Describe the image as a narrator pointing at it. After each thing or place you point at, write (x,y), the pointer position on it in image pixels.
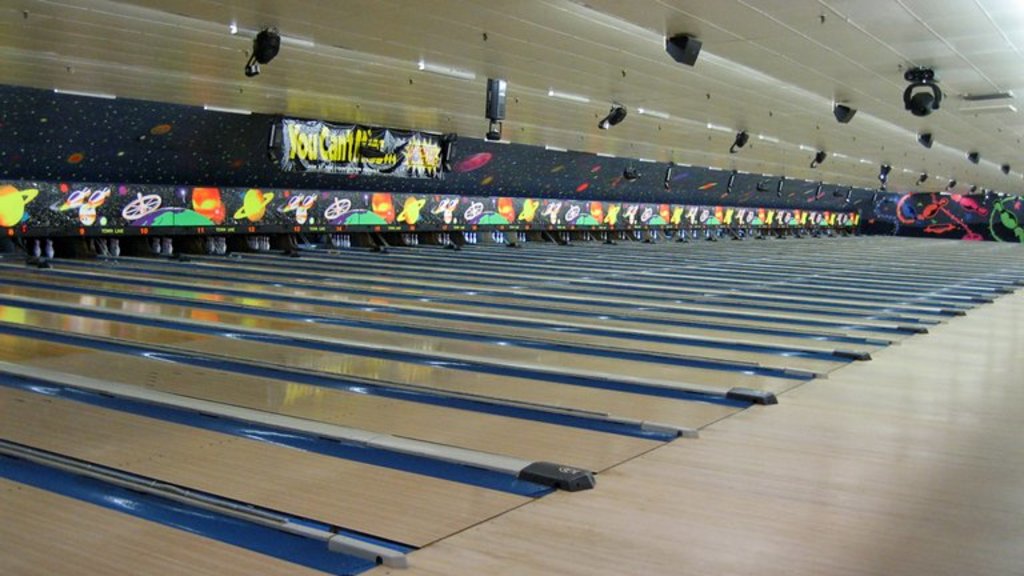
At the top of the image (461,64) there is ceiling (486,99) with lights (630,173). In the center of the image (485,247) there is a bowling track (437,287). At the bottom of the image (660,538) there is a wooden flooring (663,528).
